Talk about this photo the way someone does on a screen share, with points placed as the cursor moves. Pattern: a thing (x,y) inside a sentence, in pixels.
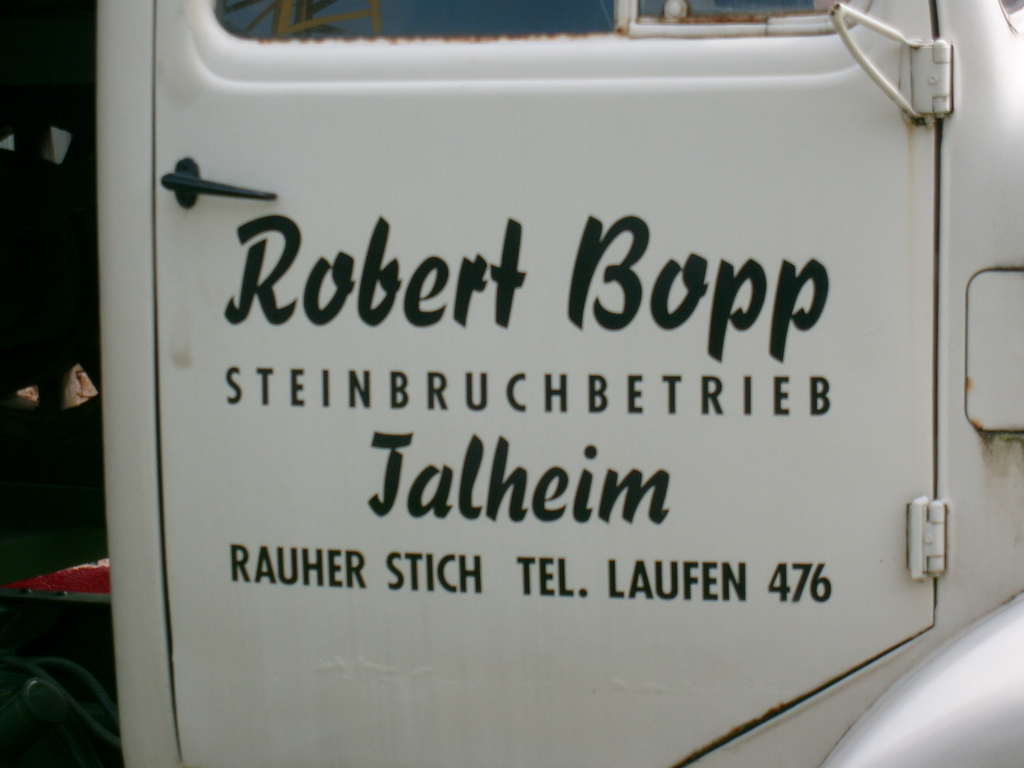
In this image, we can see a white door (343,459) with handle (186,192). Left side bottom, we can see some pipes (59,686). On the door (486,491), we can see some text (731,283). Top of the image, there is a glass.
